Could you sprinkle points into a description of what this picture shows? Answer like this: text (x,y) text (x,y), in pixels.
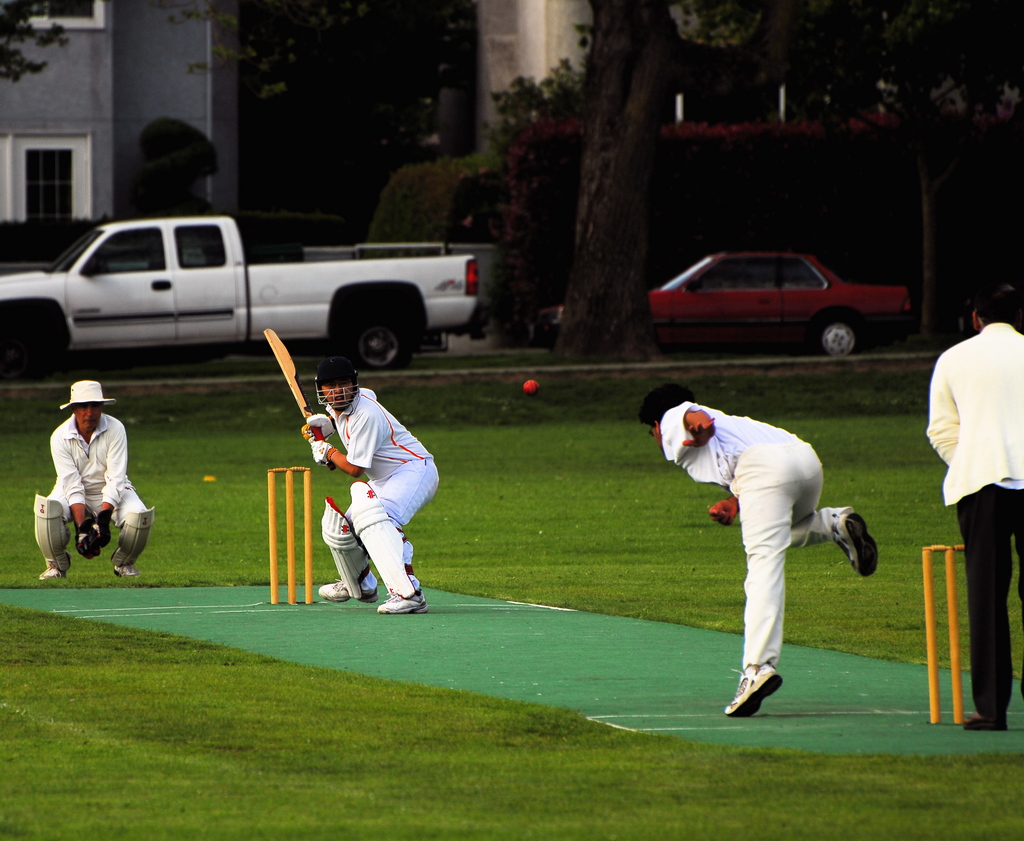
In this picture we can see few people (336,507) are playing cricket on the grass (545,603), behind we can see some vehicles (212,282), buildings (206,90).
